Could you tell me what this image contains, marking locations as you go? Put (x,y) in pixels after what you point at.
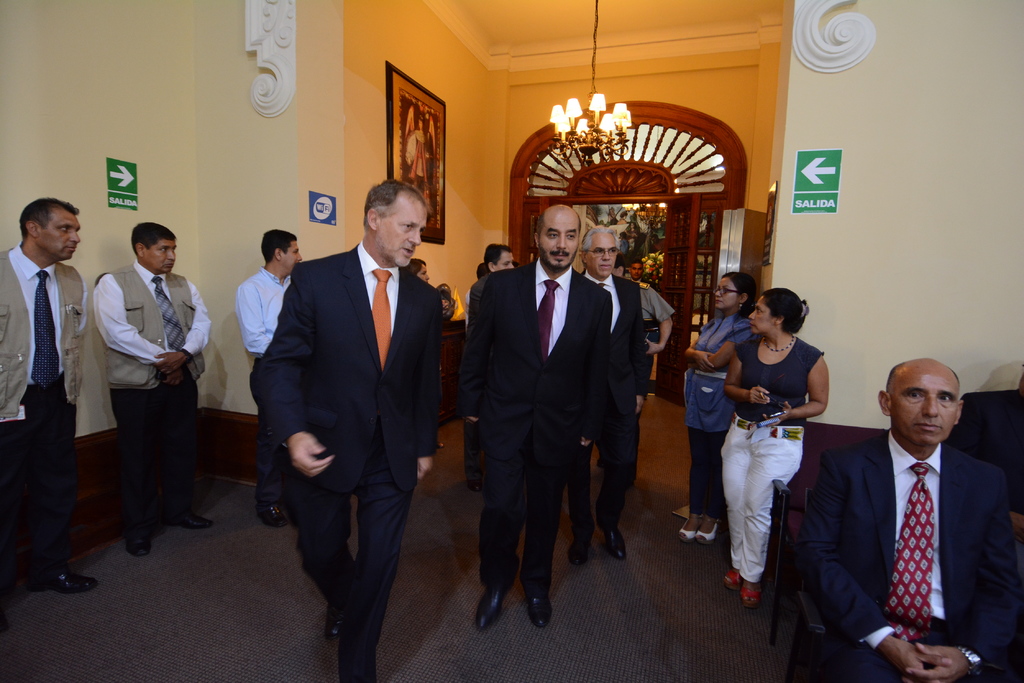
In the middle of the image (522,438) few people (621,471) are standing and walking. In the bottom right corner of the image (944,567) a person (944,549) is sitting. At the top of the image (8,31) there is a wall (489,224) and roof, on the wall (768,56) there are some sign boards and frames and there is a door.
